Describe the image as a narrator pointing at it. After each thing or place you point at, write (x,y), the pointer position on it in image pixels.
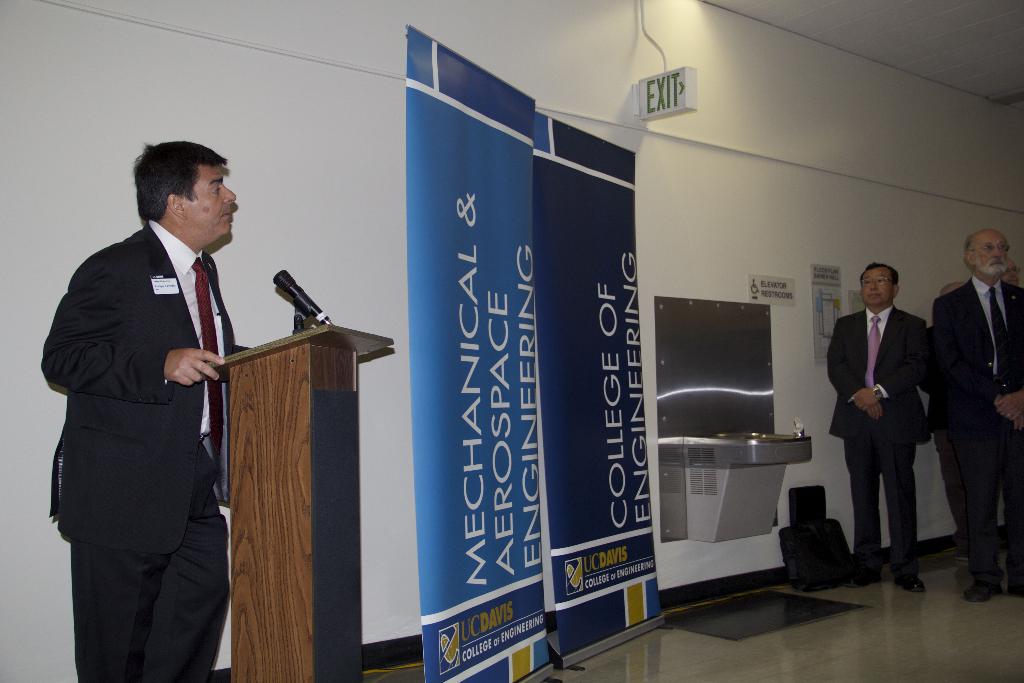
On the left (169,494) there is a person (162,422) in black suit (169,437) standing near a podium (295,344) and speaking, on the podium (314,331) there is a mic (302,307). In the center of the picture (519,352) there are banners (518,353), board (679,91) and a sink (724,483). On the right (1015,526) there are people (957,321) standing in suits (897,378). In the background (279,115) it is wall (779,169) painted white.
